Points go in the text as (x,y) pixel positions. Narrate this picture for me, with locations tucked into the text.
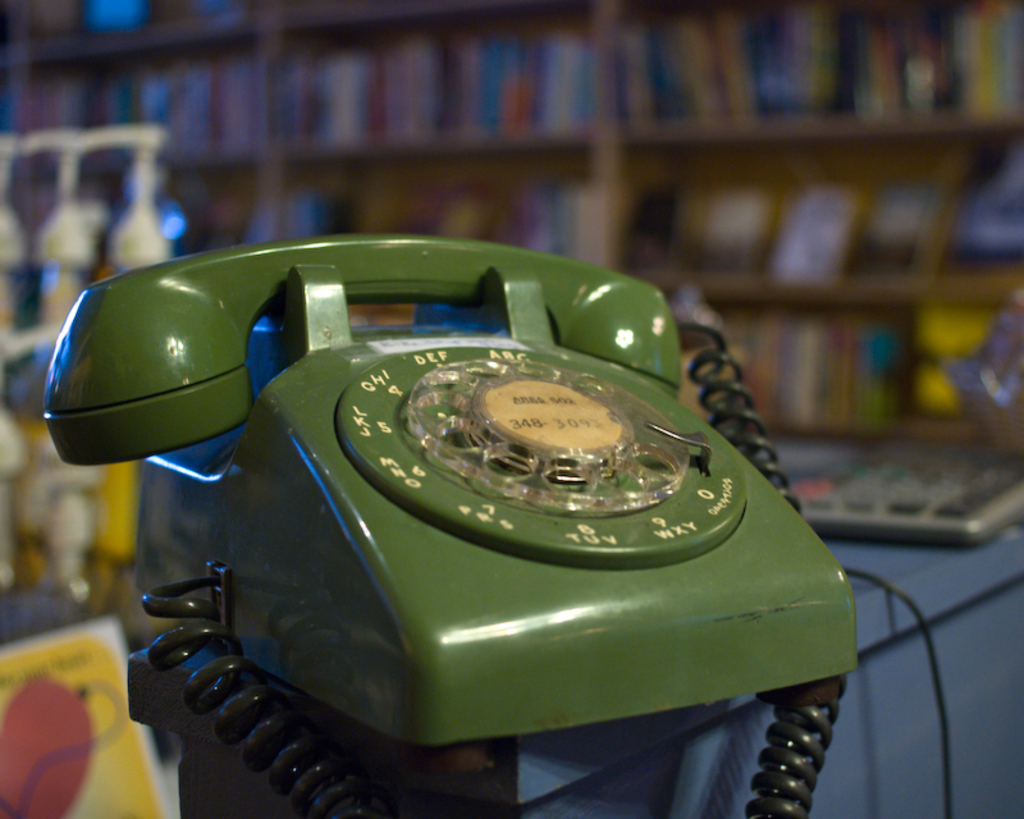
This image is taken indoors. In the background (379,181) there are a few shelves (406,173) with many books (325,101) on it. On the left side of the image (13,803) there are a few things (91,496). In the middle of the image (628,305) there is a table (844,701) with a telephone (601,472) and a calculator (843,503) on it.
